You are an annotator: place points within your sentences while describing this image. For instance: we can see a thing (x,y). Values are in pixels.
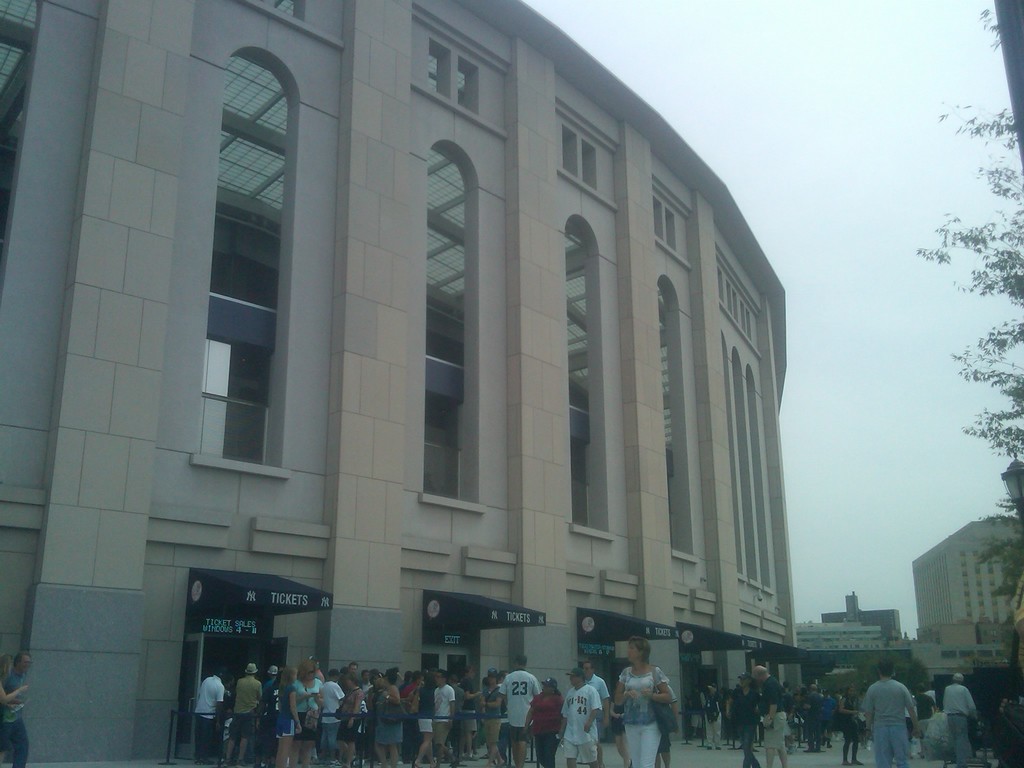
This is an outside view. At the bottom (602,730), I can see many people (508,740) on the ground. Few are standing, few are walking. In the background (753,605) there are many buildings (954,548). On the right side (1004,365) few leaves (1009,449) are visible. At the top of the image (870,139) I can see the sky (827,101).
